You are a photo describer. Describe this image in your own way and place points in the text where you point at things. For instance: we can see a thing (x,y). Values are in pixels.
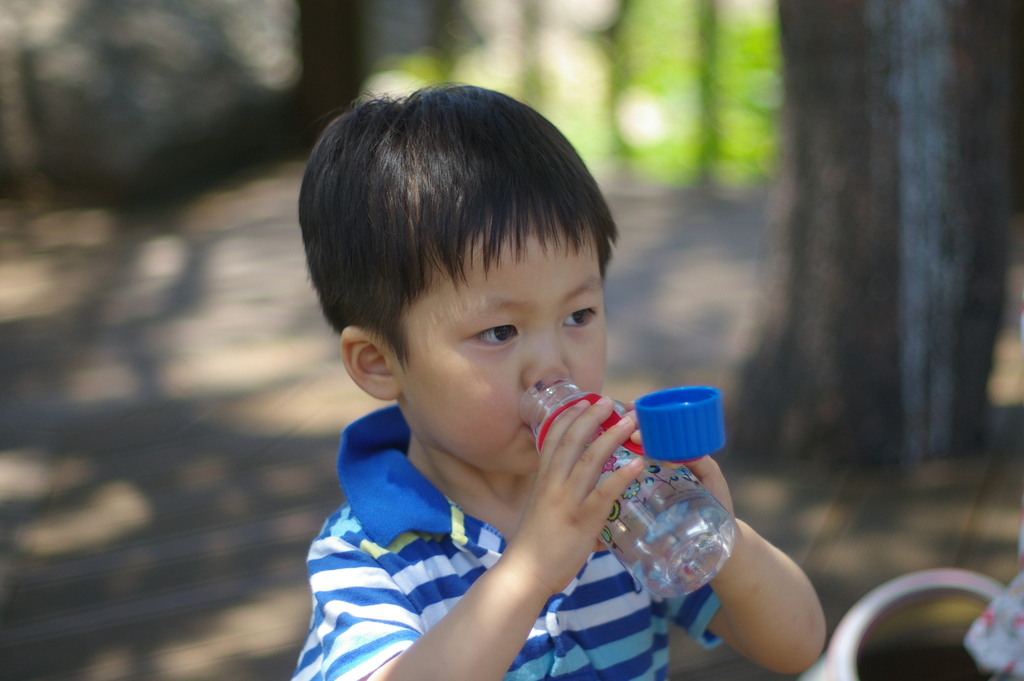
Background (781,111) is blurry. We can see trees (769,102). We can see a boy (433,542) holding a bottle (637,509) in his hands (618,472) and drinking water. This is a cap (687,447).
